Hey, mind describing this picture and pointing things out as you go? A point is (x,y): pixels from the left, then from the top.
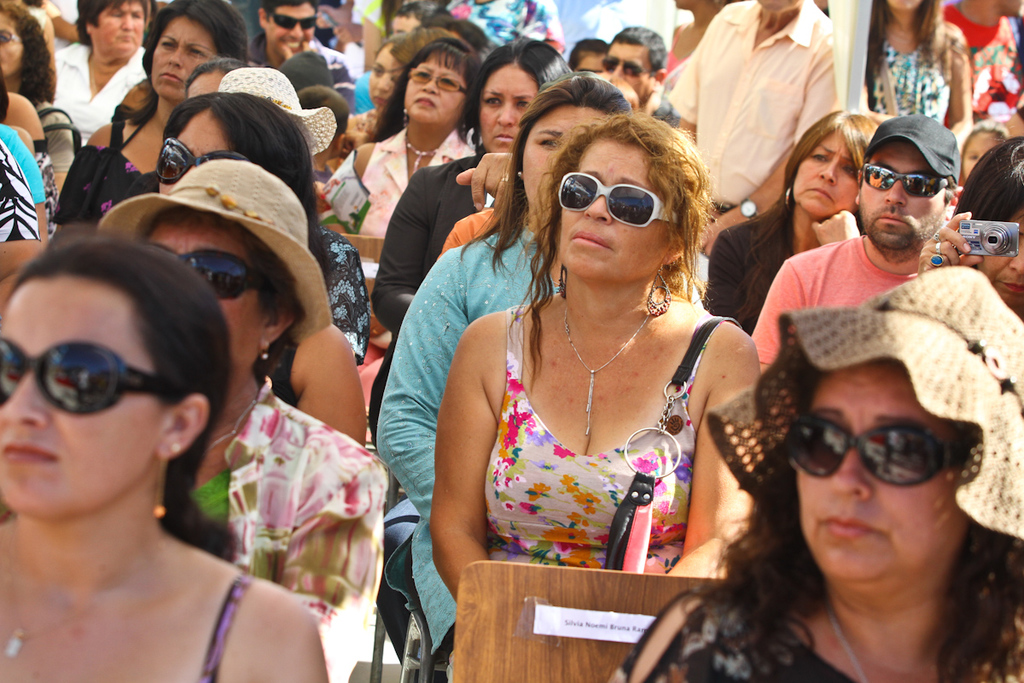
In this image, I can see a group of people (648,270) sitting on the chairs (500,626) and few people (758,34) standing. On the right side of the image (981,261), I can see the woman (1005,270) holding a camera (998,236). This looks like a paper (577,619), which is attached to a chair (515,616).
